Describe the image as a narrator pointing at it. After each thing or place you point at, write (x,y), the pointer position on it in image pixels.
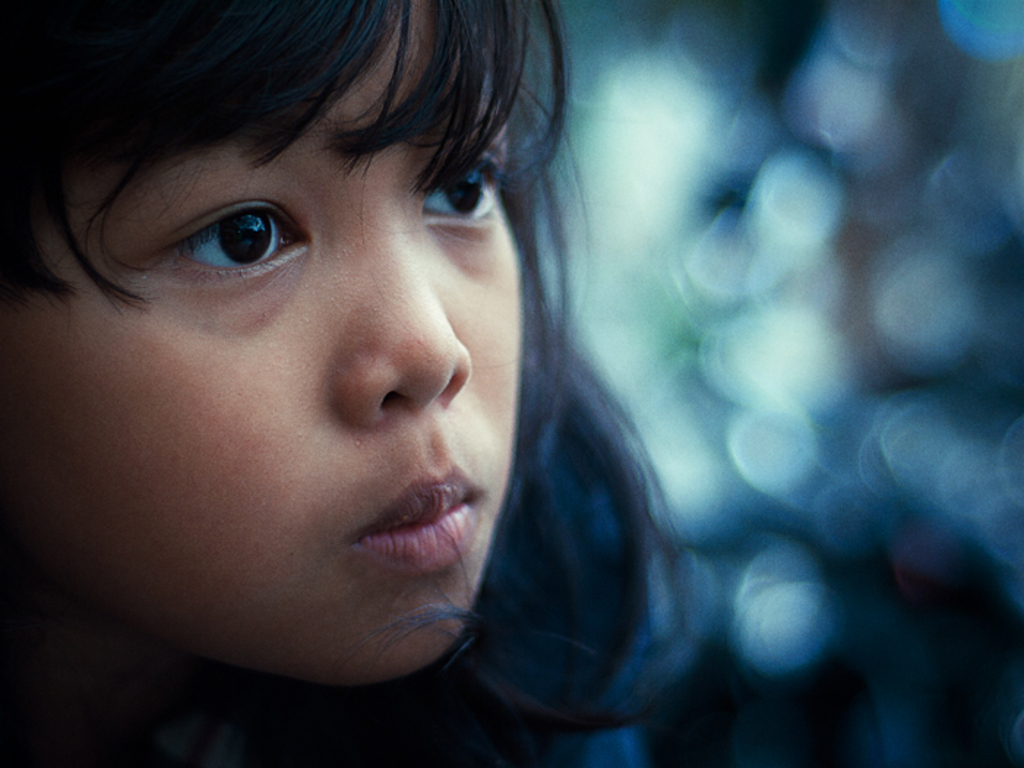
In this picture there is a kid (473,399).
